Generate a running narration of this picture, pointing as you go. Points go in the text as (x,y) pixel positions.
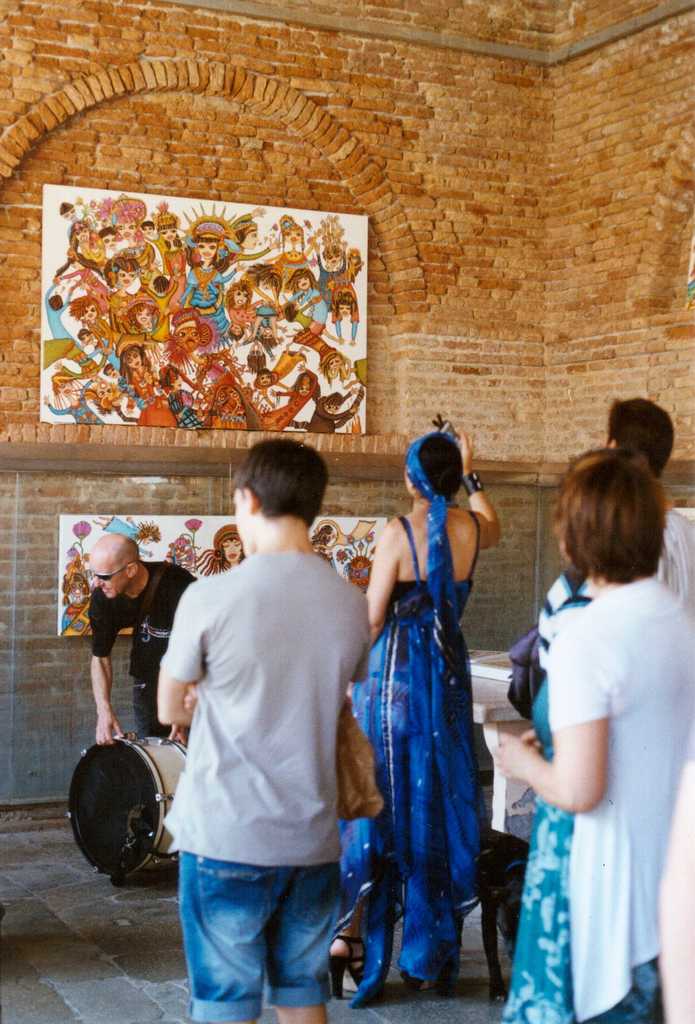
In this image there are group of persons (294,683) standing and at the top of the image (298,294) there is a painting (237,308) attached to the red color brick wall (350,152).
